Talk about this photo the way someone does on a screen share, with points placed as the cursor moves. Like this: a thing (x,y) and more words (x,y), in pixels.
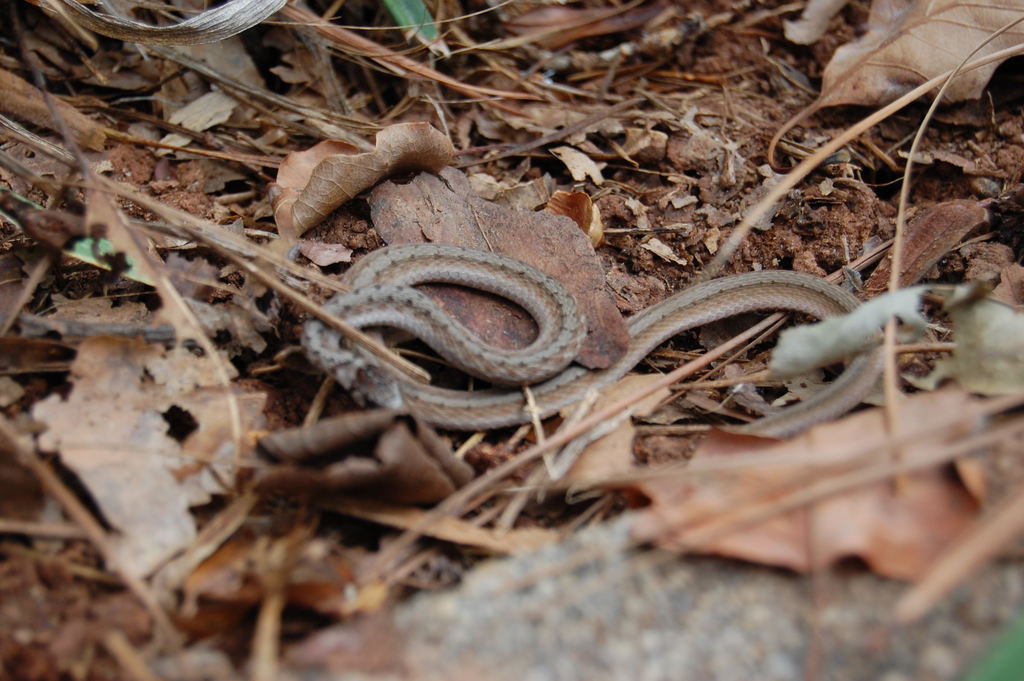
In the middle (449,274) I can see a snake (824,406), leaves (739,481) and sticks (533,152). This image is taken on the ground (277,284) during a day.
